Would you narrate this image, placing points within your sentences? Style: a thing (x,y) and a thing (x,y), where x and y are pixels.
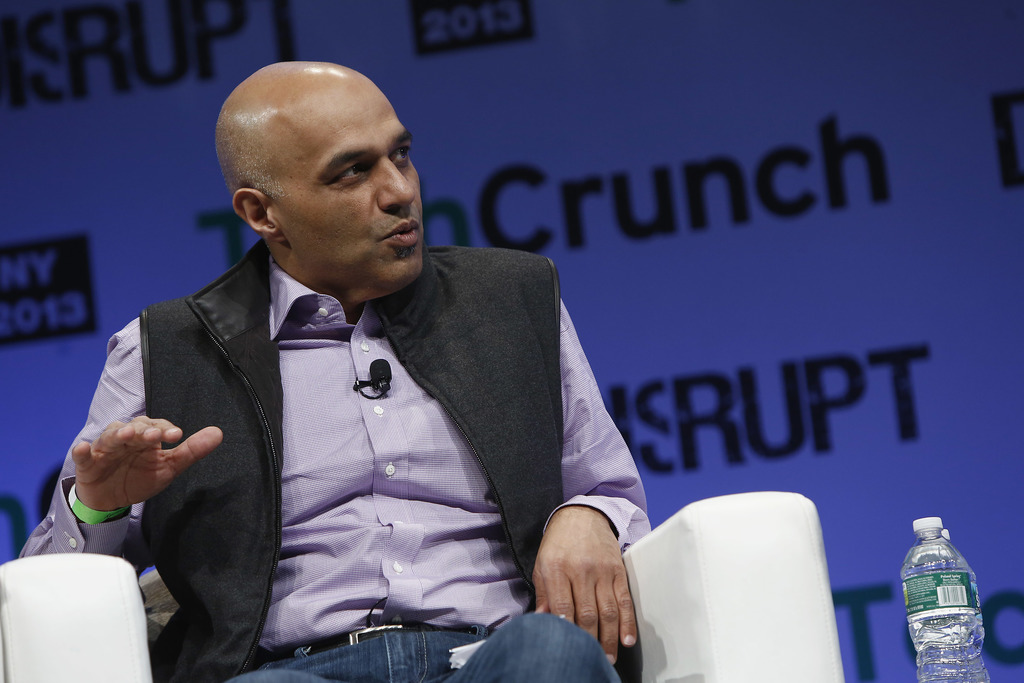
This is the picture of a man (392,399) sitting on a chair (664,618) and explaining something to his shirt (349,368) there is a microphone (377,374). Beside the man (455,569) there is a water bottle (914,592). Behind the man (363,329) there is a banner (187,102).
